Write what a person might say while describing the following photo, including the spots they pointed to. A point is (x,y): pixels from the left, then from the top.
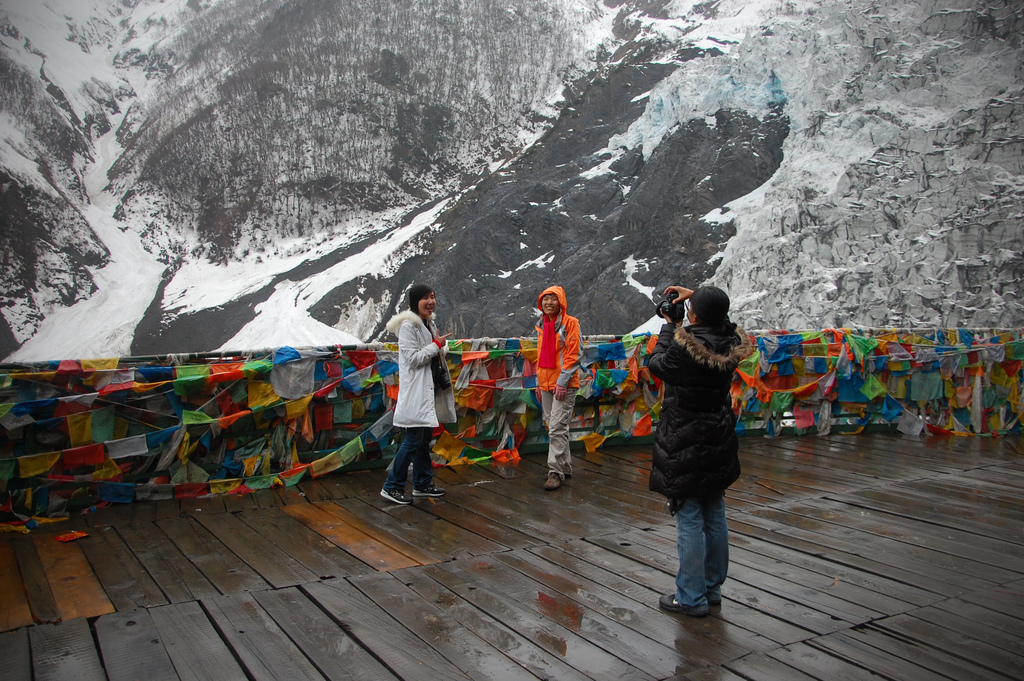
In this image in the center (411,442) there are three people (427,404) standing, and one person (673,345) is holding a camera (671,306). In the background (774,398) there are some clothes (335,417), at the bottom (556,574) it looks like a bridge (756,549) and in the background (603,87) there are mountains (476,83) and snow (771,183).
